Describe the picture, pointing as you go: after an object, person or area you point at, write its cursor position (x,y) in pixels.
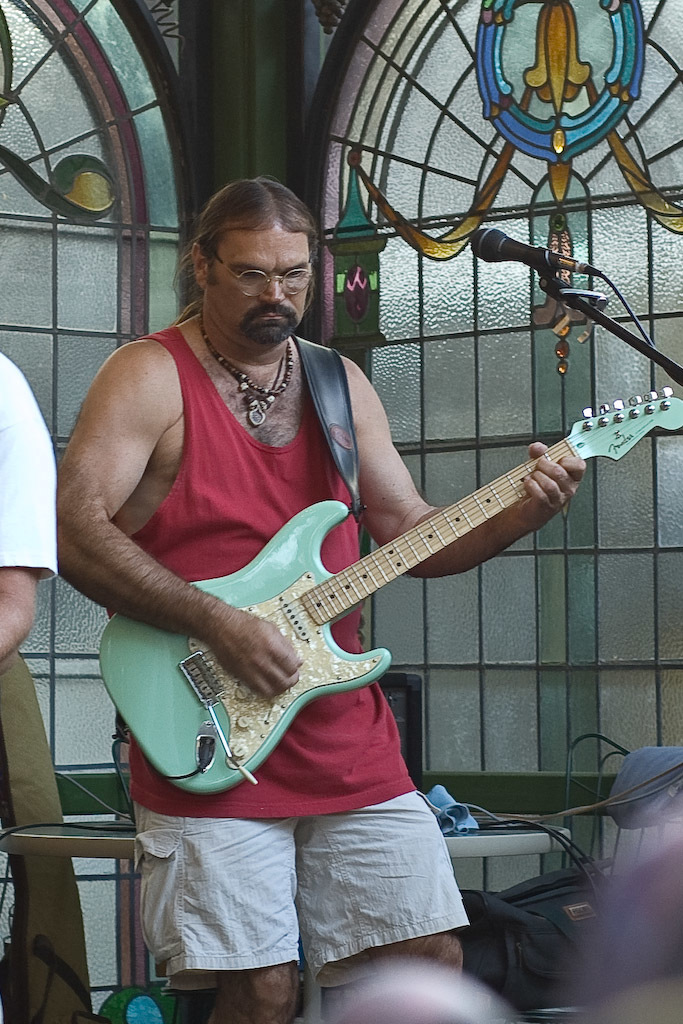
In the foreground (446,896) a person (393,908) is standing and playing a guitar (317,600). In the left (28,485) a person (40,487) half visible. In the background (82,855) a table (70,847) is there on which cloth (451,816) and wires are kept. Next to that a handbag (593,877) is visible and a chair (627,867) visible. On both side windows (344,177) are visible. This image is taken inside a room (464,566).
